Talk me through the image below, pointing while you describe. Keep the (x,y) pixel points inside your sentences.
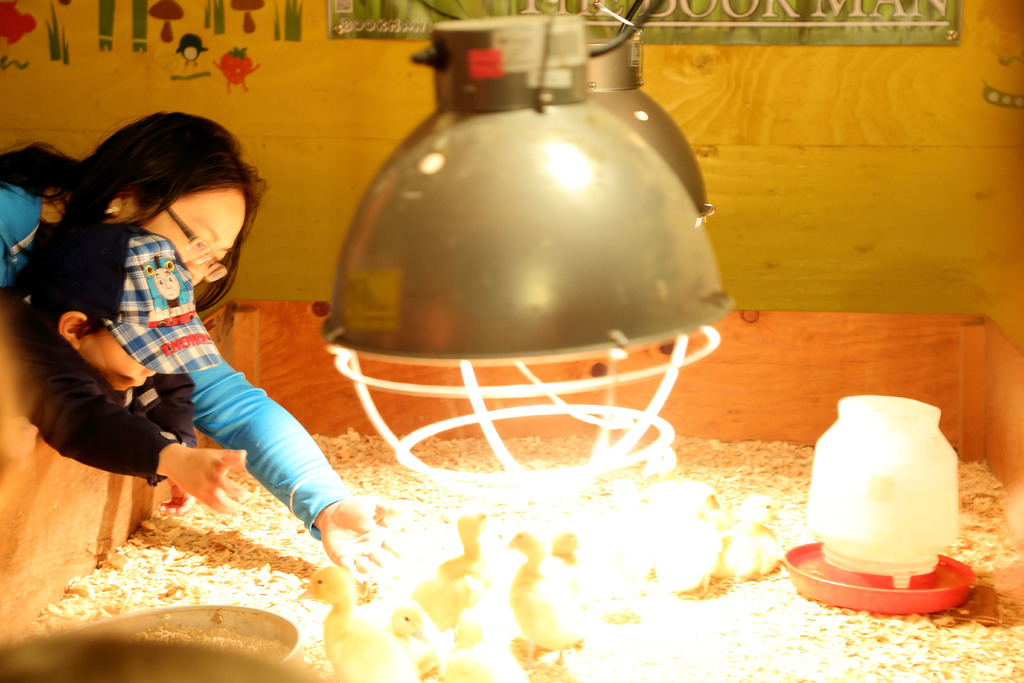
This picture shows few ducklings (454,633) in the box (47,535) and we see few bowls (147,620) and we see a woman (325,497) and a boy (199,475) trying to catch a duckling (357,678) and we see a wooden wall (854,225) and couple of lights (601,166) hanging.
